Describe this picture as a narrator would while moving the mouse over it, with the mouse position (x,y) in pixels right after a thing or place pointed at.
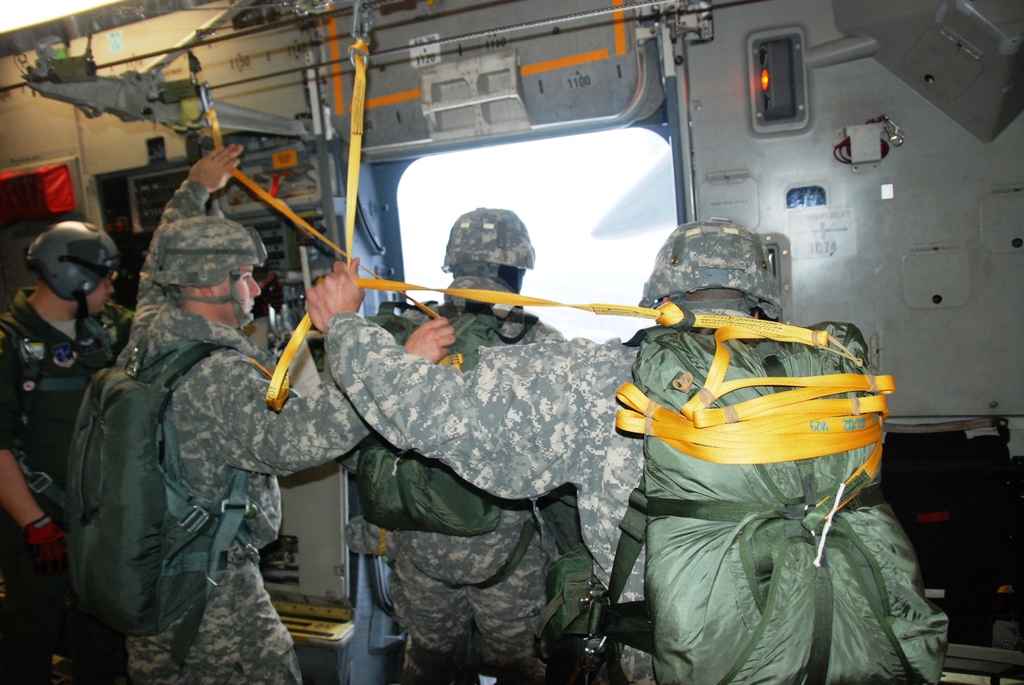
In the center of the image (366,362) we can see people (360,415) standing. In the background (574,197) there is a window (571,212).
